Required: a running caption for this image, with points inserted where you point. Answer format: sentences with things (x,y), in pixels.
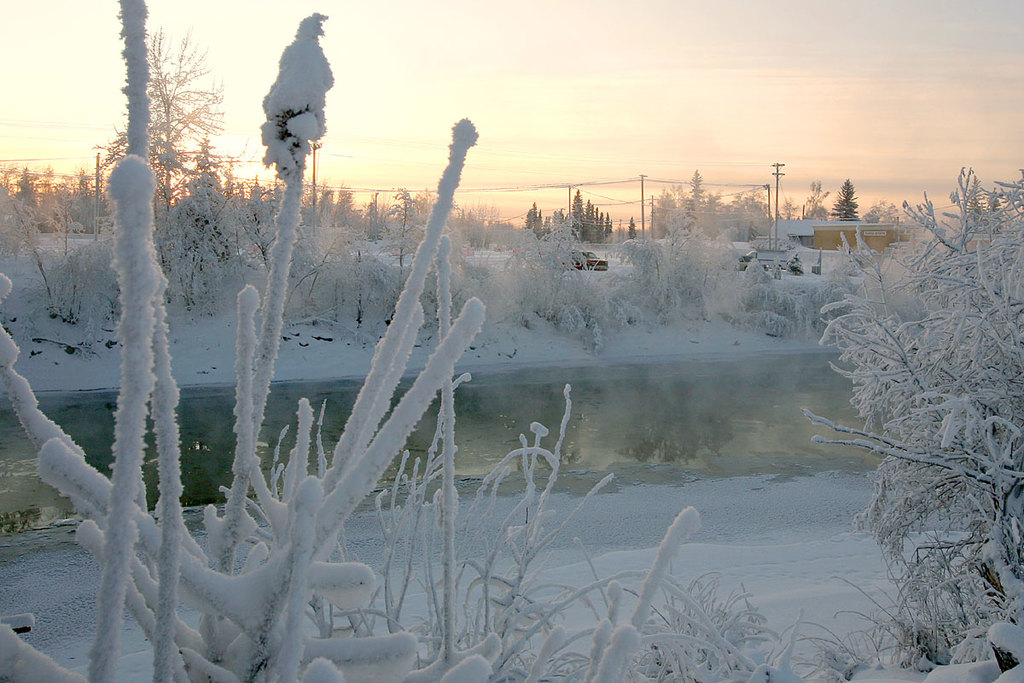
In this image we can see some trees (24,235), plants (706,620) on which there is snow (616,304) and in the background of the image (825,224) there are vehicles (765,251), house (779,231), electric poles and top of the image (488,94) there is clear sky (261,100).
